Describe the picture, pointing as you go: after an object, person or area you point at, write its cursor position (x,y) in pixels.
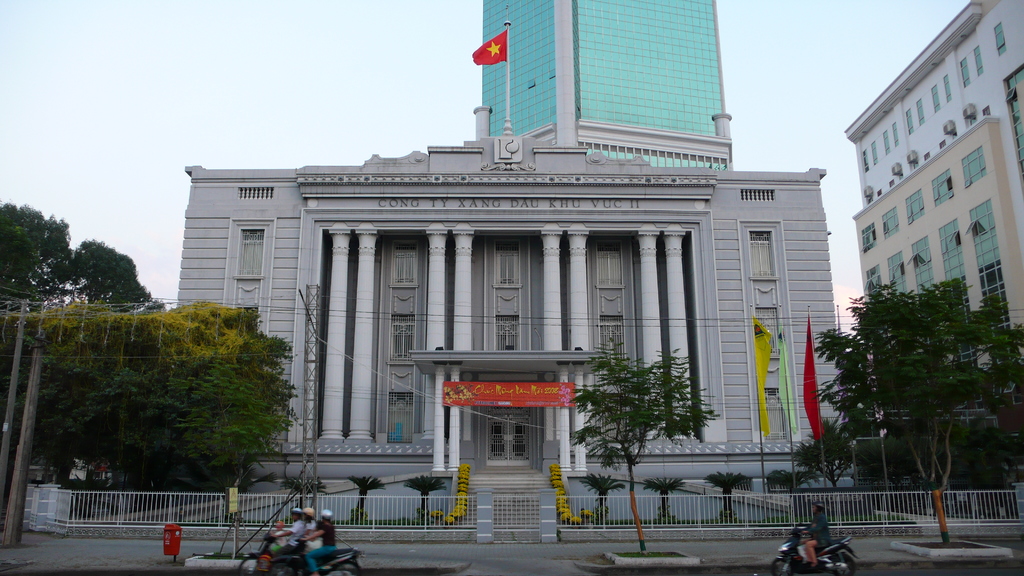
There is a big building (478,252) of an organisation and there are a lot of trees (676,373) in front of the building (493,346), some vehicles (268,548) are moving in front of the footpath (615,547) and behind the building (735,240) there are many other organisations (875,142).
